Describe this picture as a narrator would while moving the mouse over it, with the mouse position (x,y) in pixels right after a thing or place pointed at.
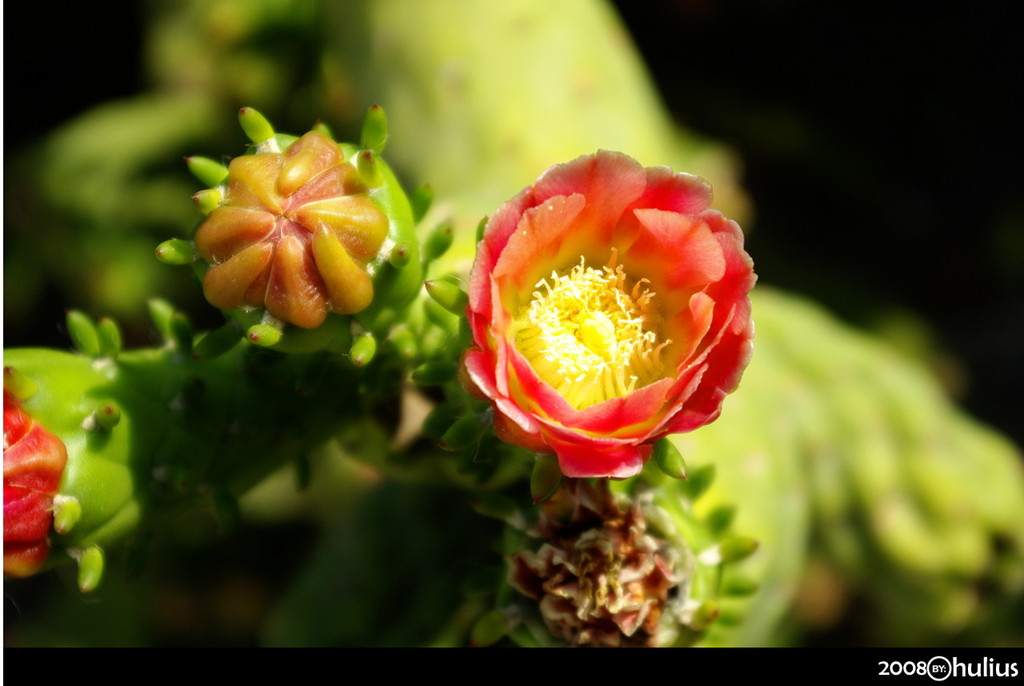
In this image I can see a flower plant (518,424). These flowers (573,376) are red in color. Here I can see a watermark (905,666). The background of the image (52,200) is blurred.
